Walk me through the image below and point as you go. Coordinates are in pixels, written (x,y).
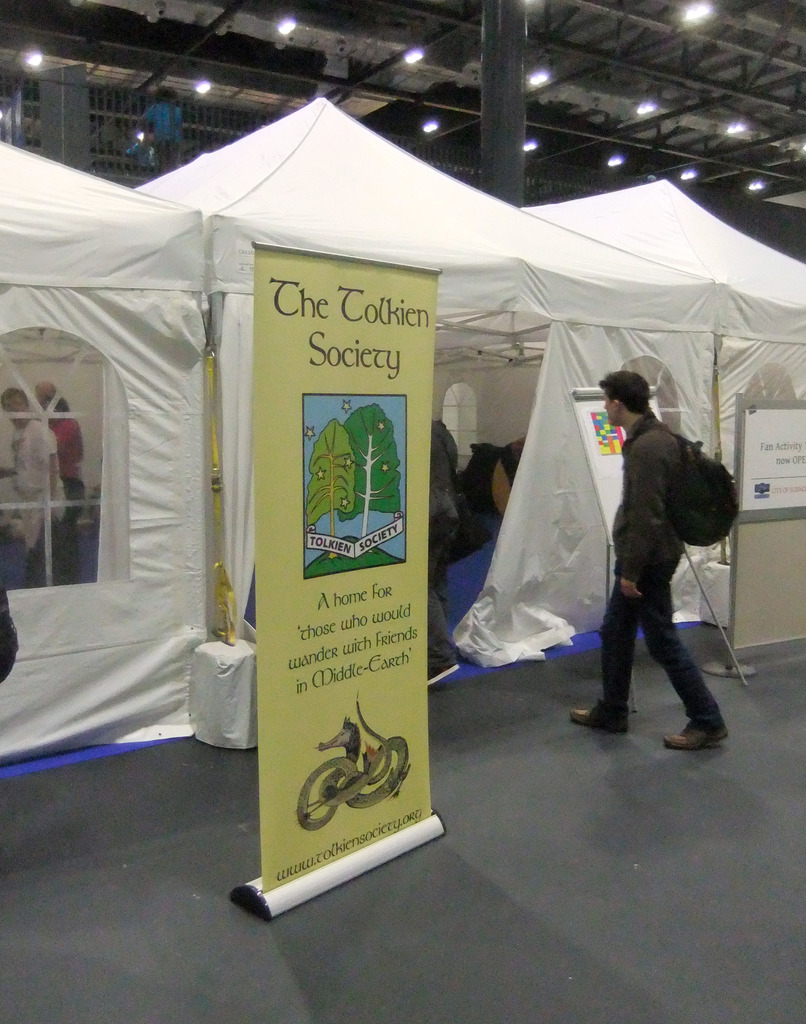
In this image I can see in the middle (316,656) it is a banner (358,568), on the right side (652,566) a man (653,552) is walking, it looks like a tent (43,513). At the top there are lights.
